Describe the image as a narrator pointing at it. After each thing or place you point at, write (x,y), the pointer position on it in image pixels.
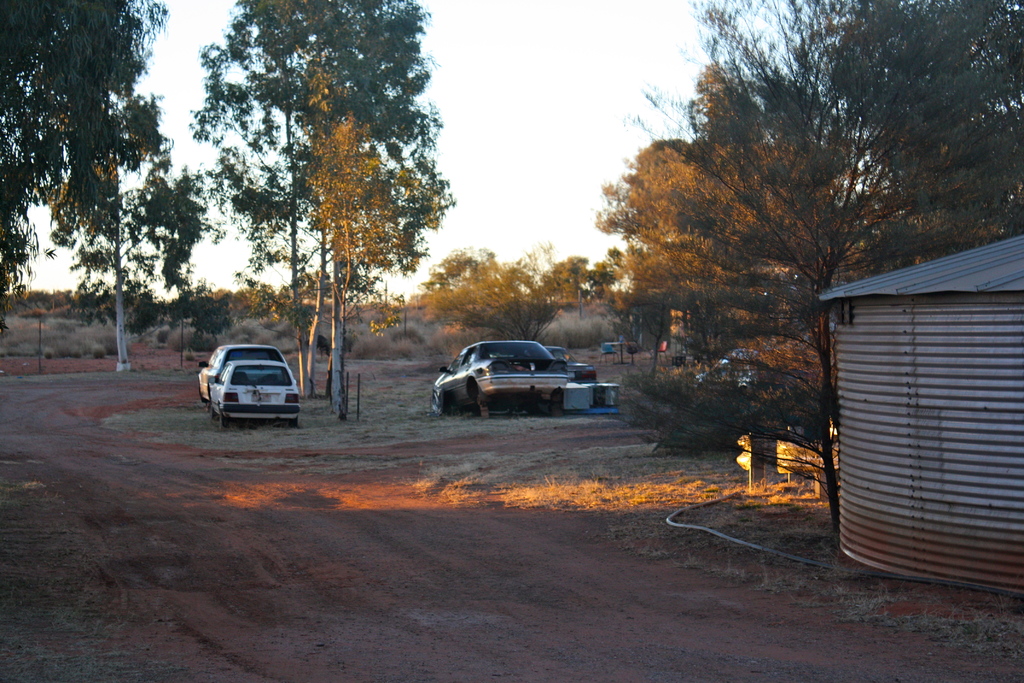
Here we can see vehicle (505,366), shed (924,371), trees (754,187) and plants (558,333). Background (538,174) there is a sky (549,163).
